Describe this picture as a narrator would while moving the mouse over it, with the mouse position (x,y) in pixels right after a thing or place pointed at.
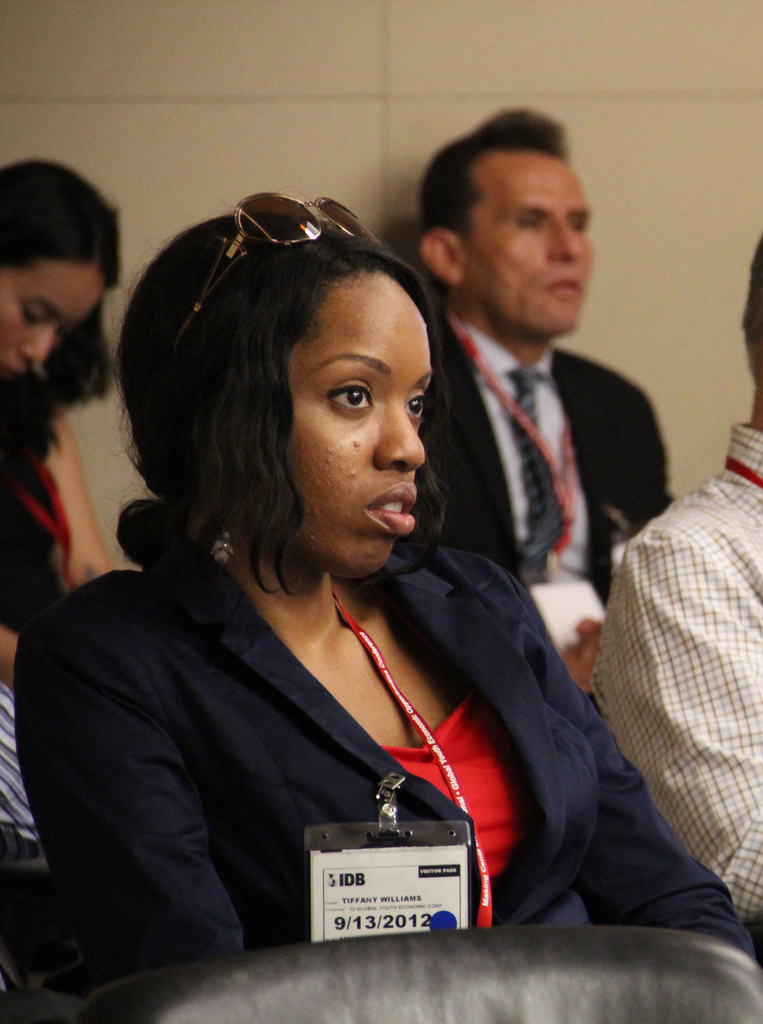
In this image I can see few persons (426,222) visible and in the foreground (224,361) I can see a woman (424,467) wearing a blue color jacket (490,620) and wearing a red color id card (373,651) and at the top (379,68) I can see white color wall (481,78).
